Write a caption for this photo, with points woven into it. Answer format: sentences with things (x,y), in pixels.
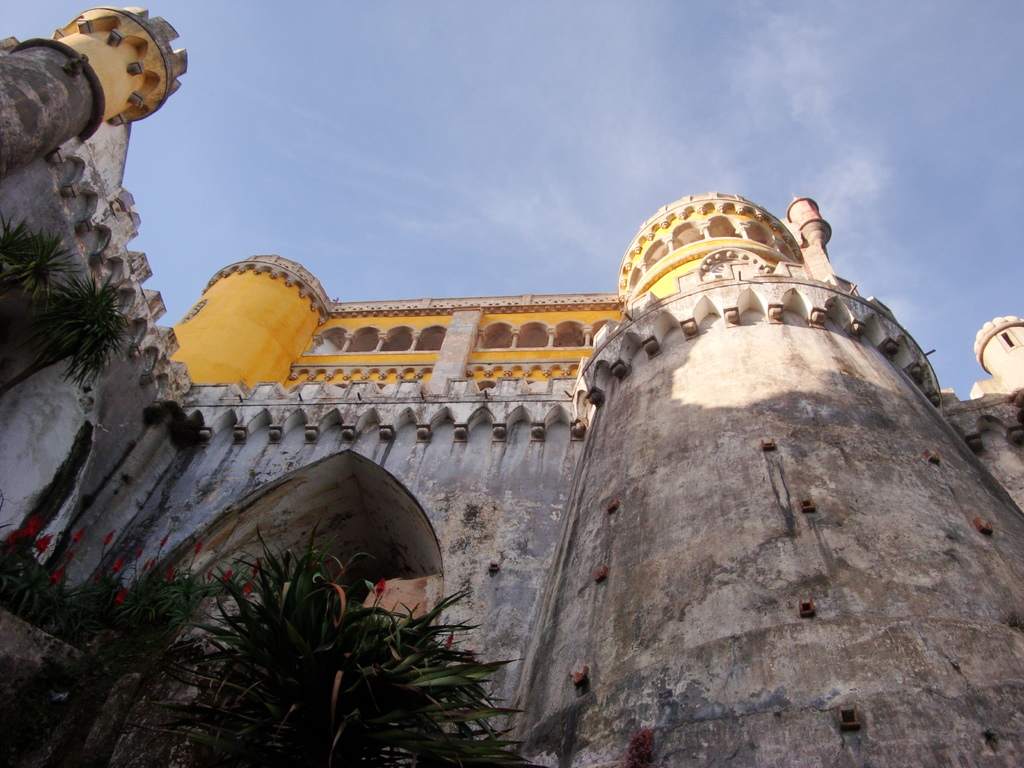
In this image I can see a building (607,627) in yellow, brown and cream color. In front (296,726) I can see few plants (401,635) and the sky (417,99) is in blue and white color.
